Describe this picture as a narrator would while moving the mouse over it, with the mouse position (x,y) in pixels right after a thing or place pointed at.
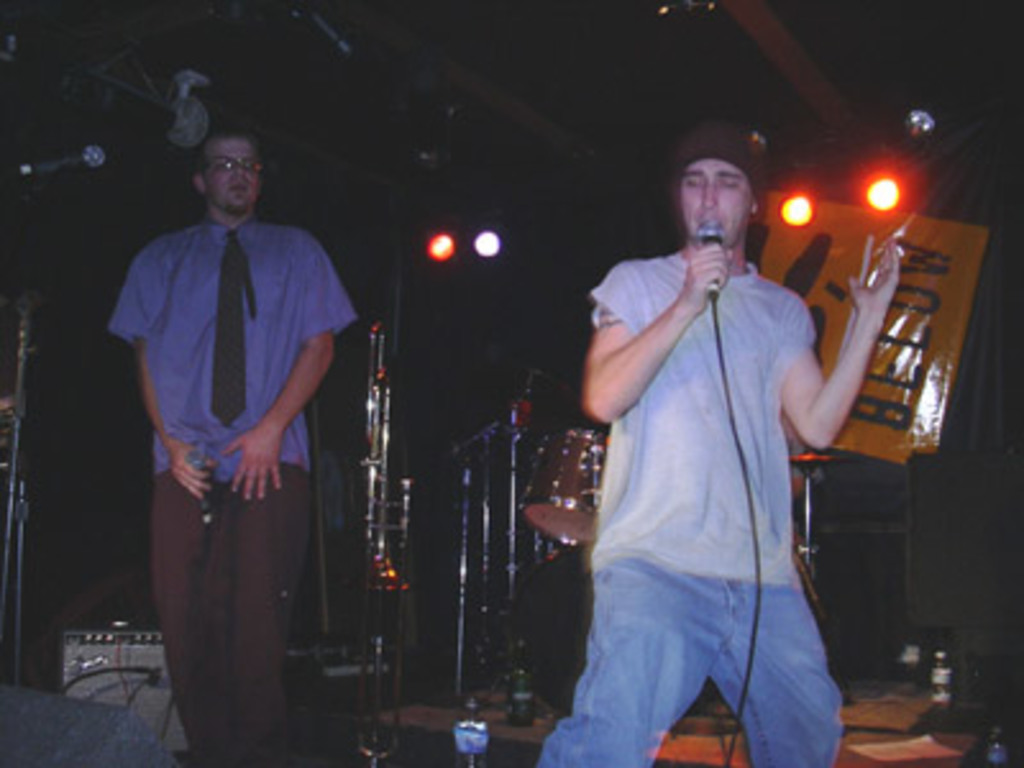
In this image I can see two men (153,263) are standing and I can see both of them are holding mics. I can see one of them is wearing shirt (276,337) and another one is wearing t shirt (677,564). I can also see he is wearing specs (251,169). In the background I can see drum set (464,485), few lights (796,200), a yellow colour board (848,243) and on it I can see something is written. I can also see this image is little bit in dark from background (566,374).
